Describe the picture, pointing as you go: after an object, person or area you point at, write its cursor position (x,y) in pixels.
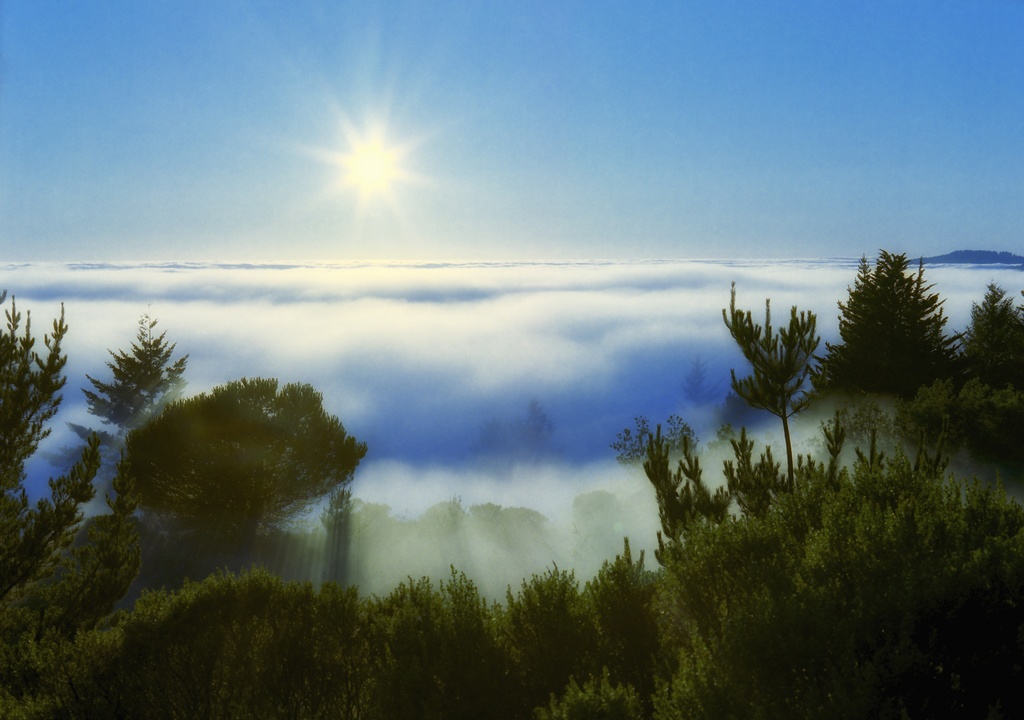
This is an edited image, in the image at the bottom (815,557) there are some trees (838,521), in the middle (540,310) there are some clouds (508,308), sun light (370,141) and the sky (395,68) visible at the top (798,66).
